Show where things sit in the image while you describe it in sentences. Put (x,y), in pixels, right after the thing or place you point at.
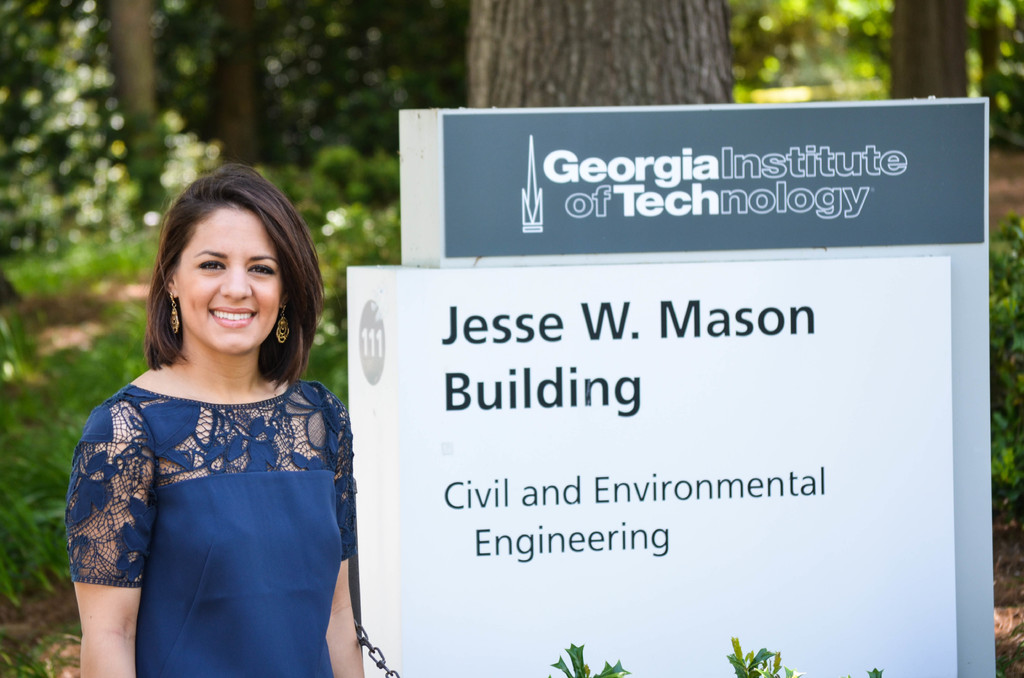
In this image we can see a woman (236,454) wearing blue dress (265,555) is standing. In the background (763,292), we can see a signboard (842,503) with some text (577,536) on it and a group of trees (772,81).
